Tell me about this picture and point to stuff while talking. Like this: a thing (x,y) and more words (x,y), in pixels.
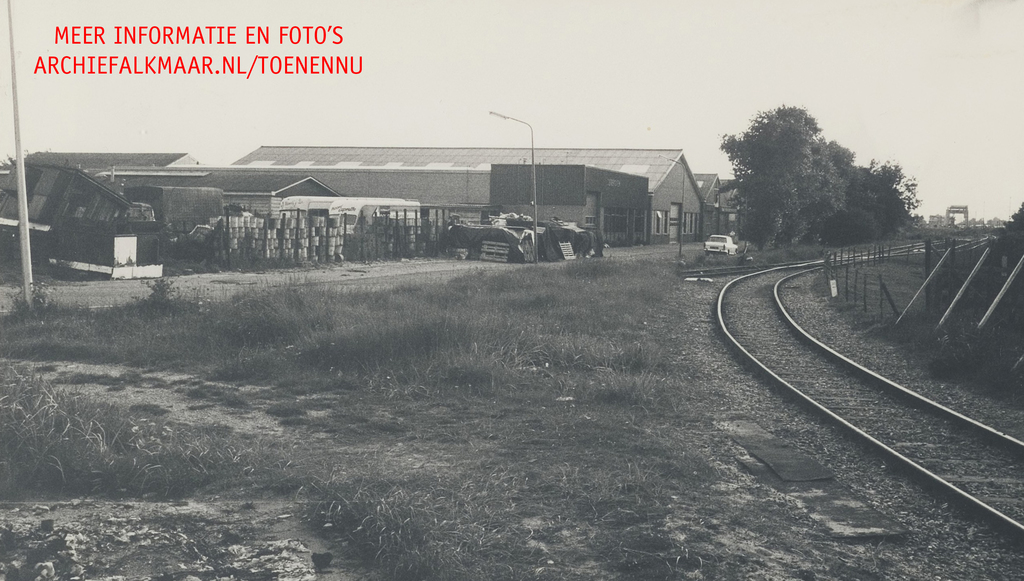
In the foreground of the picture (317,306) I can see the grass (238,433) and a few plants (32,418). I can see the railway track (841,390) on the right side (798,358). In the background (595,182), I can see the metal shed (562,176). I can see a car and trees (868,182) on the right side (872,197). There are light poles (535,227) on the side of the road (691,248).
